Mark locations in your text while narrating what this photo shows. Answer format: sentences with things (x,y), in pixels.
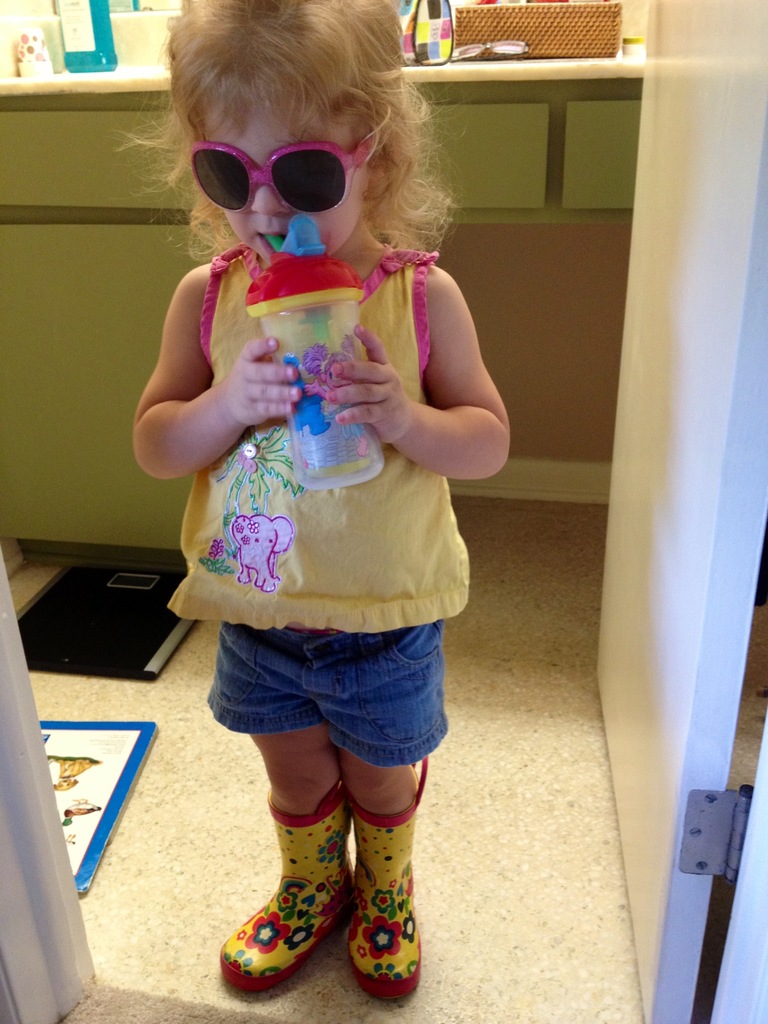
In this image I can see a girl (310,48) is standing and holding something (287,236) in hands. The girl (344,748) is wearing shades (293,178), clothes (354,502) and shoes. In the background (522,192) I can see a table (524,171) which has some objects (547,31) on it. On the right side (692,493) I can see a white color door (681,492).
